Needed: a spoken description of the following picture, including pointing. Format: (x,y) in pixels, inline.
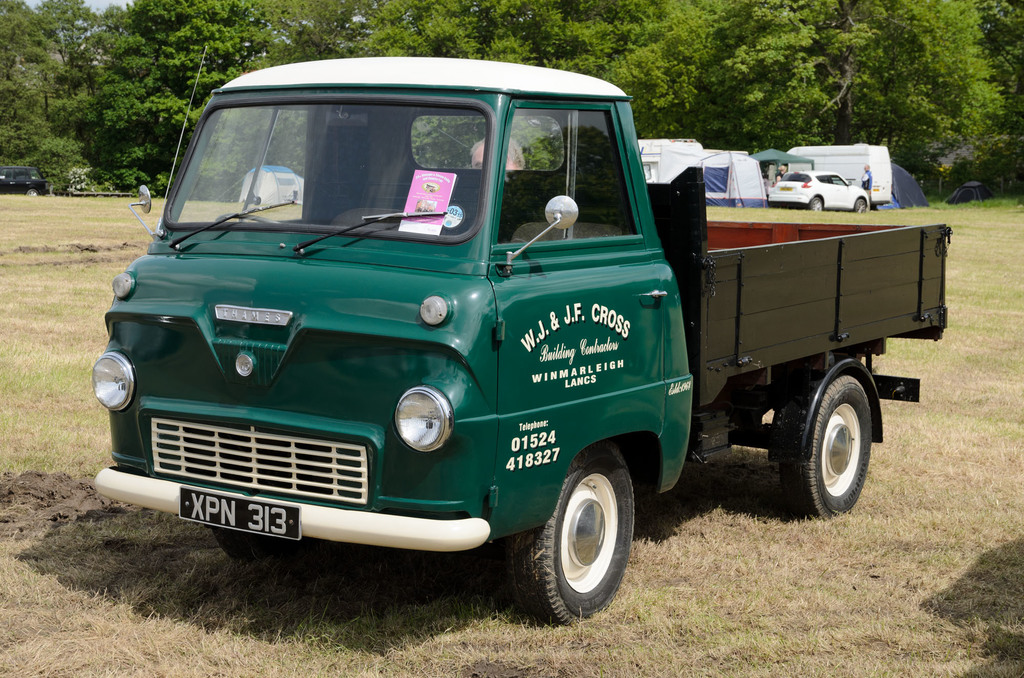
In this image we can see a vehicle (569,344) and on the vehicle (610,359) we can see the text (527,338). Behind the vehicle (378,175) we can see vehicles (849,174), grass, tents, a person (511,161) and a group of trees (148,19). In the top left (100,5), we can see the sky (86,5).
